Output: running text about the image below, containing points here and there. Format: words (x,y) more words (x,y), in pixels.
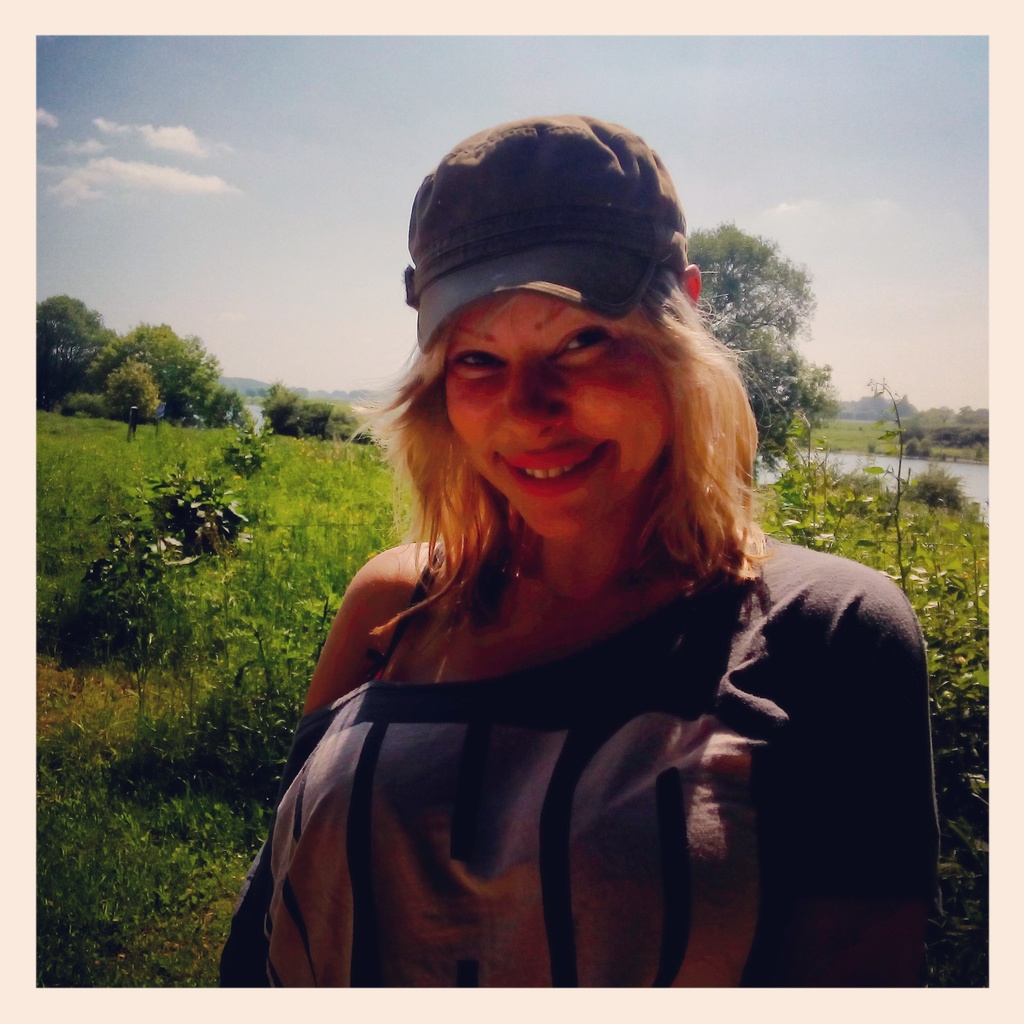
In this picture we can see a woman (445,725), behind we can see plants (229,492), grass (261,483), trees (124,394) and we can see the lake (906,463).
